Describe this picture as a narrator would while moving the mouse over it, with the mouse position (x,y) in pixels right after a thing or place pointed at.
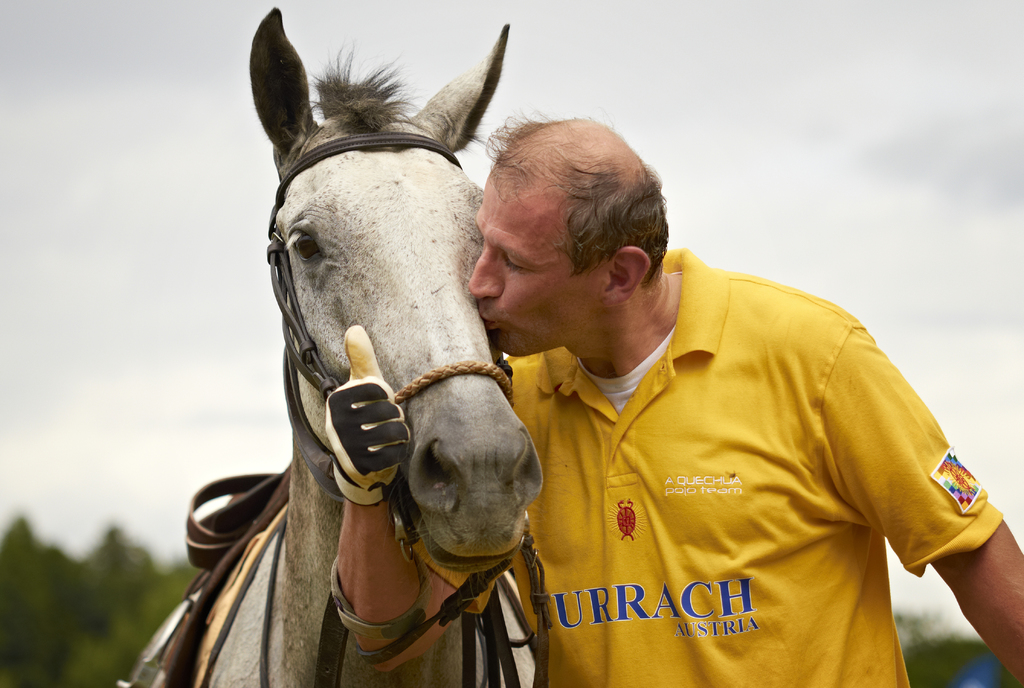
In this picture we can see a man (735,315) who is kissing a horse (374,263). On the background (212,183) there is a sky (172,294).
